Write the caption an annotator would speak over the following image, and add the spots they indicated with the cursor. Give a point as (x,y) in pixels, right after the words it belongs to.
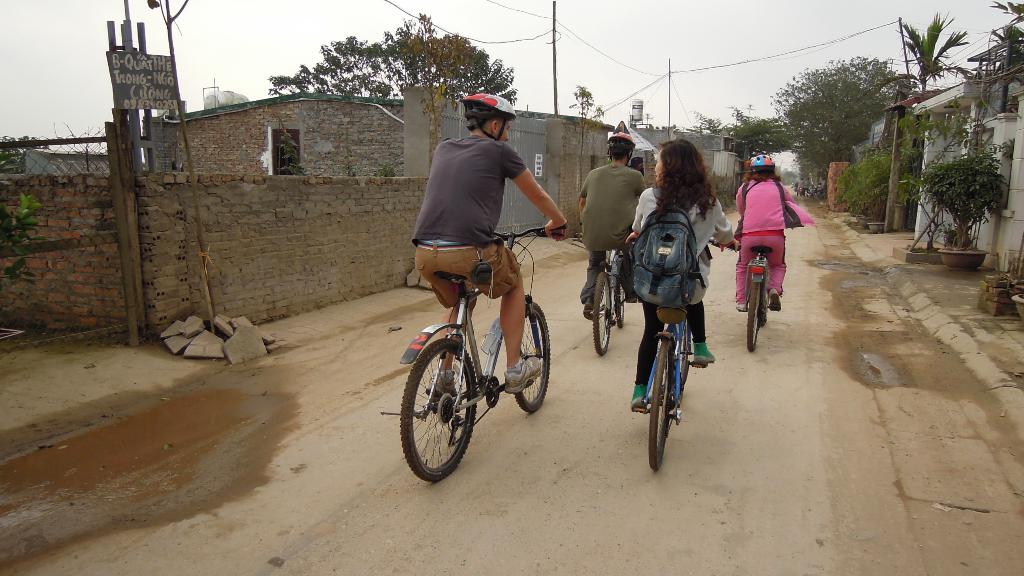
In this image, we can see four people (441,292) are riding bicycles (679,366). Few (506,151) are wearing helmets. Here we can see a woman (674,154) wearing a backpack (665,261). At the bottom (429,539), we can see a road (429,539). In the middle of the image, we can see houses (1010,179), plants (1000,172), trees (585,111), poles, board (164,106), mesh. Top of the image (696,32), there is a sky (692,44).
